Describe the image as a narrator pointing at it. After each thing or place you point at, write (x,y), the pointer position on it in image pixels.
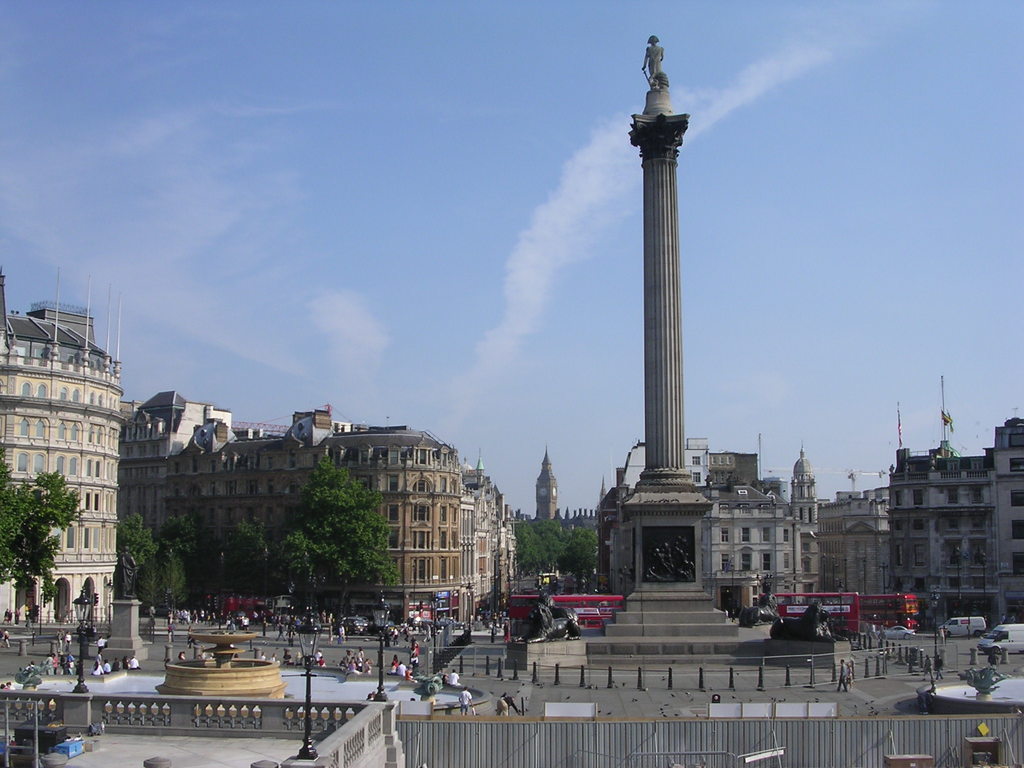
In the background (324,250) we can see the sky (599,265), buildings (449,481), trees (168,558). In this picture we can see the vehicles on the road (951,653), people (938,660), poles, statues (568,631), lights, water fountain (988,681) and few objects (722,746).
